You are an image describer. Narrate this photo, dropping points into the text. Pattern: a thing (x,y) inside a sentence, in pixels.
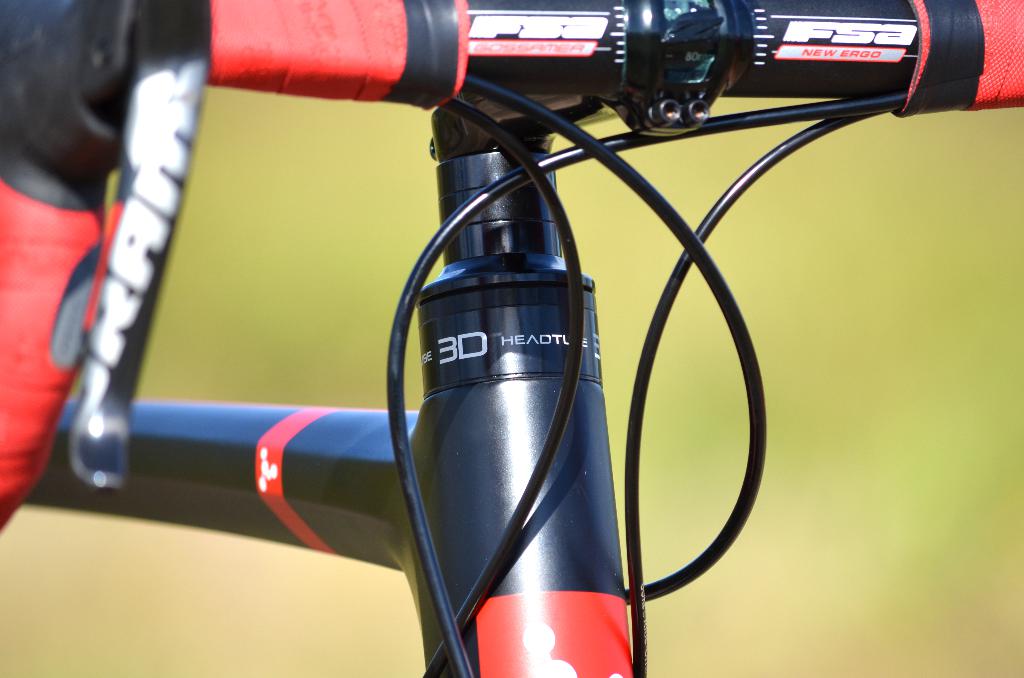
In this image we can see half part of a bicycle (380,71) and cables (564,396). In the background (234,655) the image is blur.
